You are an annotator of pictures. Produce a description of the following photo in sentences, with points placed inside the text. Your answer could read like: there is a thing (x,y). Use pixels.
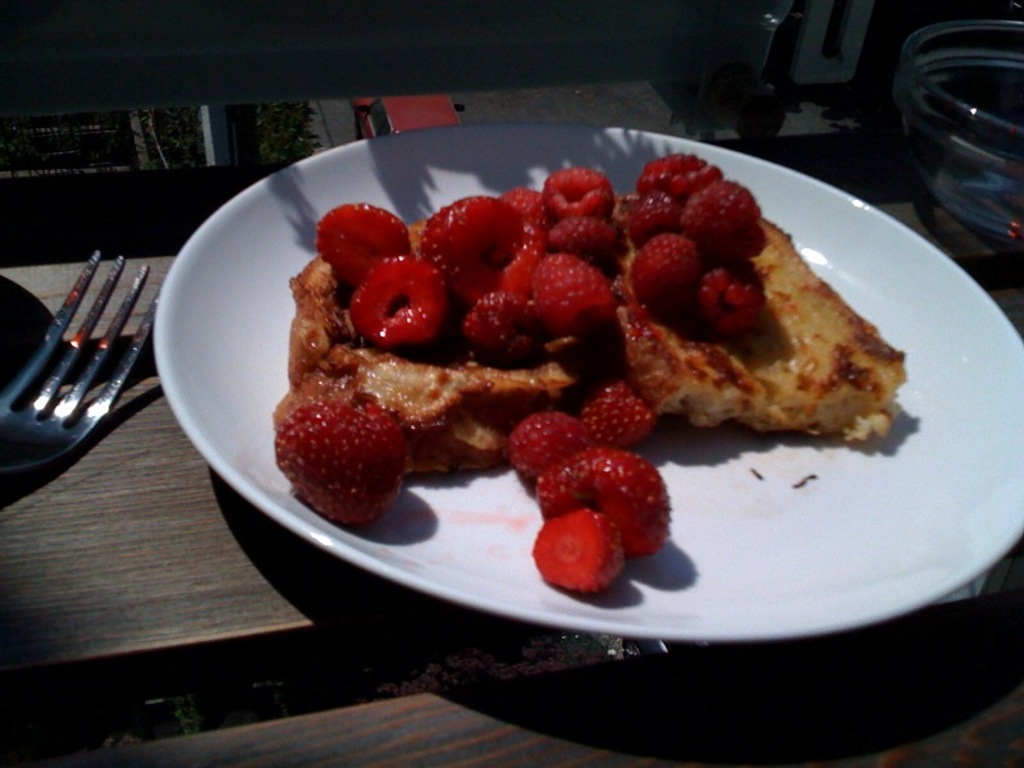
In the foreground of this image (678,637), there is a platter (781,568) on which two bread pieces (754,403) and a raspberries (742,295) on it. There is a fork (41,357) and a bowl (987,203) are beside the platter (771,585). This is placed on a wooden surface (214,562). In the background (530,119), there is a road (551,119), vehicle (379,123) and the plants (279,139).
